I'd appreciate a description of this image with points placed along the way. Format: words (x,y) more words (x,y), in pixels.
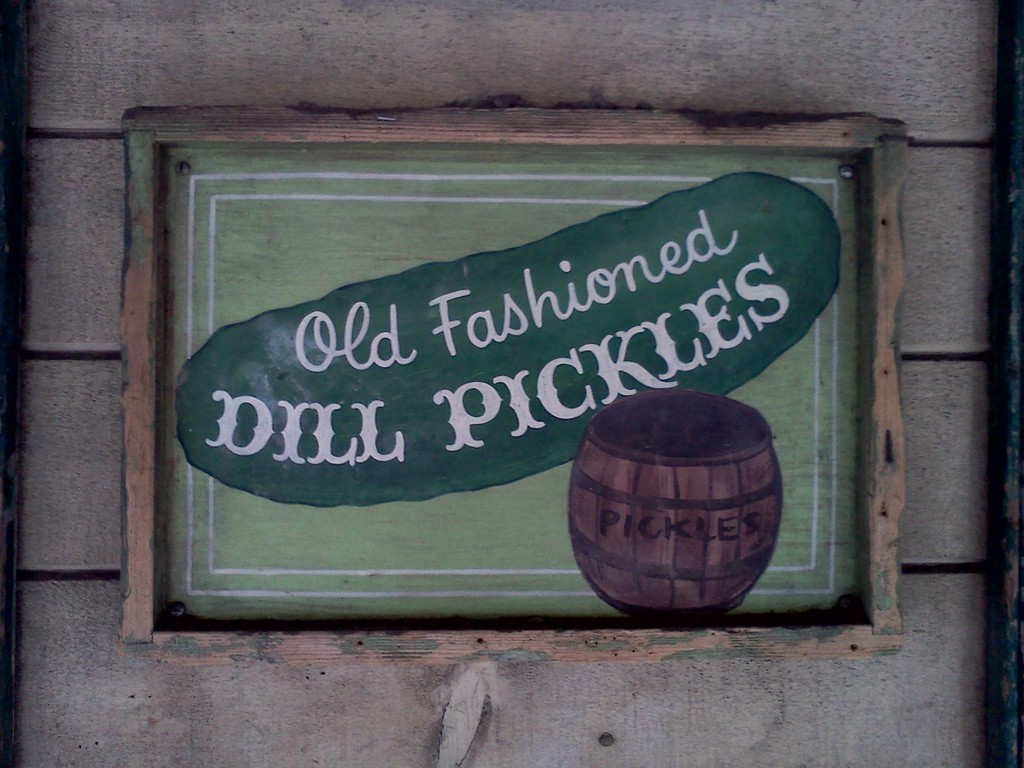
As we can see in the image there is a wooden wall (144,724) and a poster (384,395). On poster (594,375) there is a barrel (679,549) and on poster (753,444) it was written as "old fashioned dill pickles".
